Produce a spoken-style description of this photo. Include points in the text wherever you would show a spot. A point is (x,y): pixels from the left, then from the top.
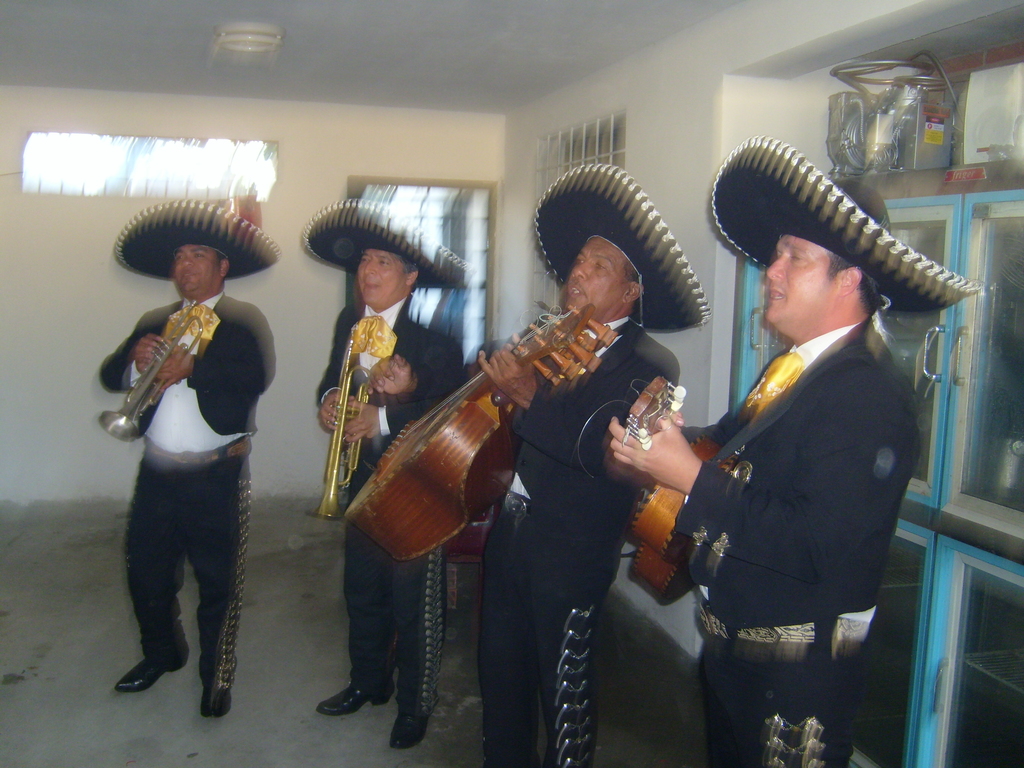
In this picture we can see four persons (492,625) standing on the floor (69,735). And all are playing musical instruments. On the background (98,357) there is a wall (36,310) and this is the cupboard (941,620).
